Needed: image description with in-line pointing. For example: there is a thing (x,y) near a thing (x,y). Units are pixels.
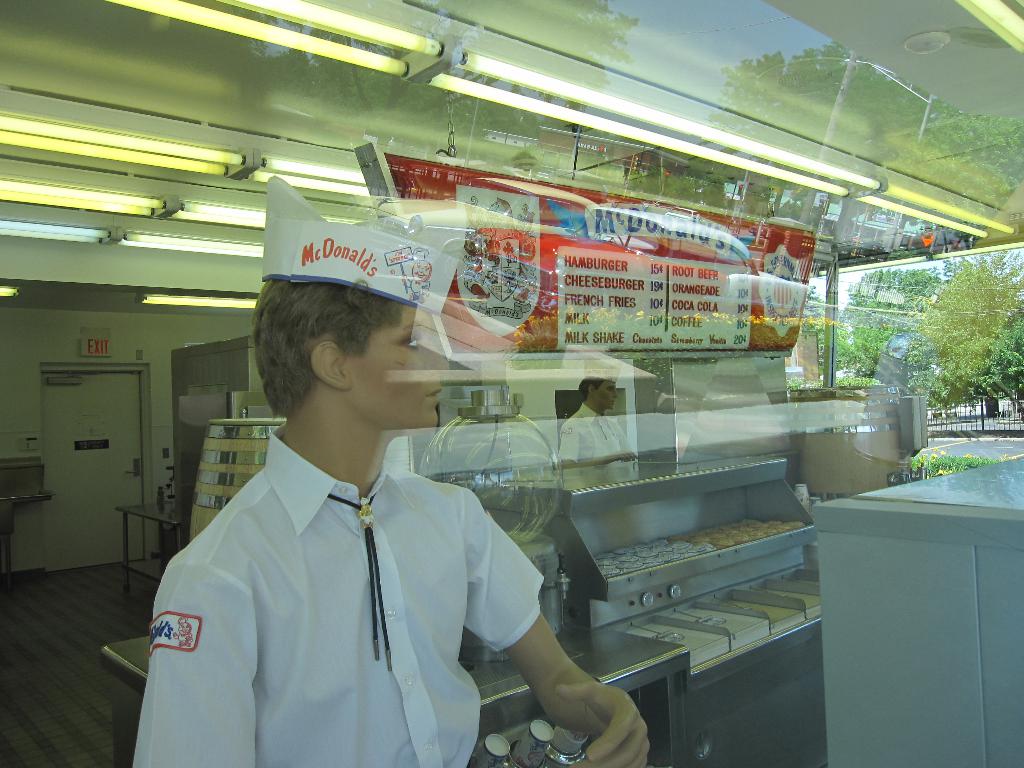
In this picture I can see the glass (680,44), through which I can see two mannequins (566,456) and we can see some tables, lights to the roof (105,290).
